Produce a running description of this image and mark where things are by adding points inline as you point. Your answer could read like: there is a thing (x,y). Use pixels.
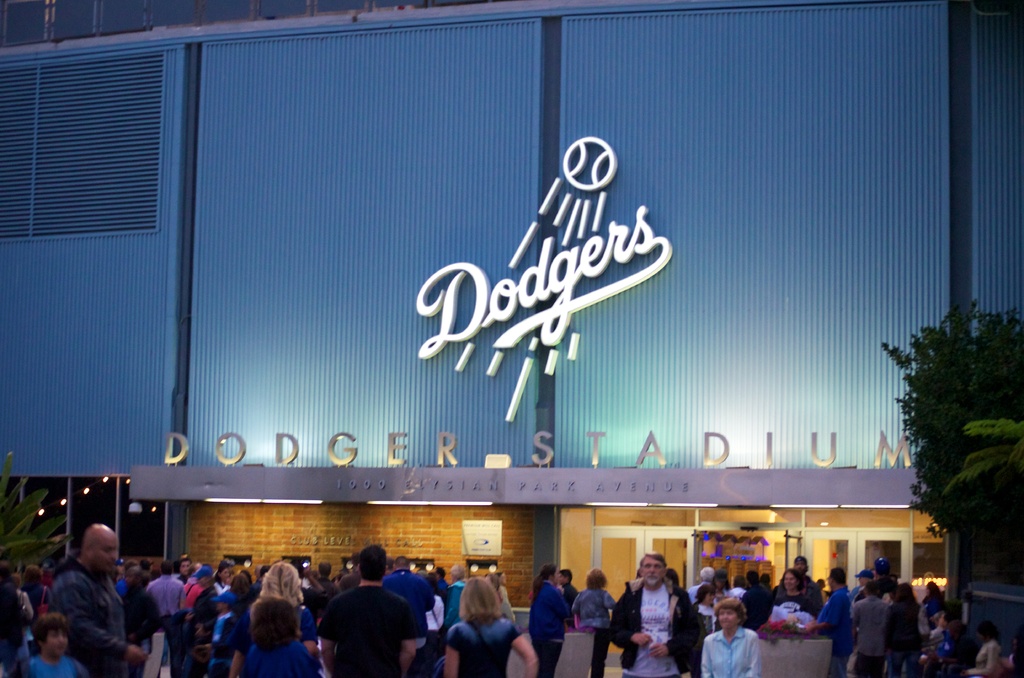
In this image we can see few people (267,614) standing in front of the building (401,290) and there is some text (529,322) on the building (774,441) and there are trees (981,386) on both sides of the picture.
